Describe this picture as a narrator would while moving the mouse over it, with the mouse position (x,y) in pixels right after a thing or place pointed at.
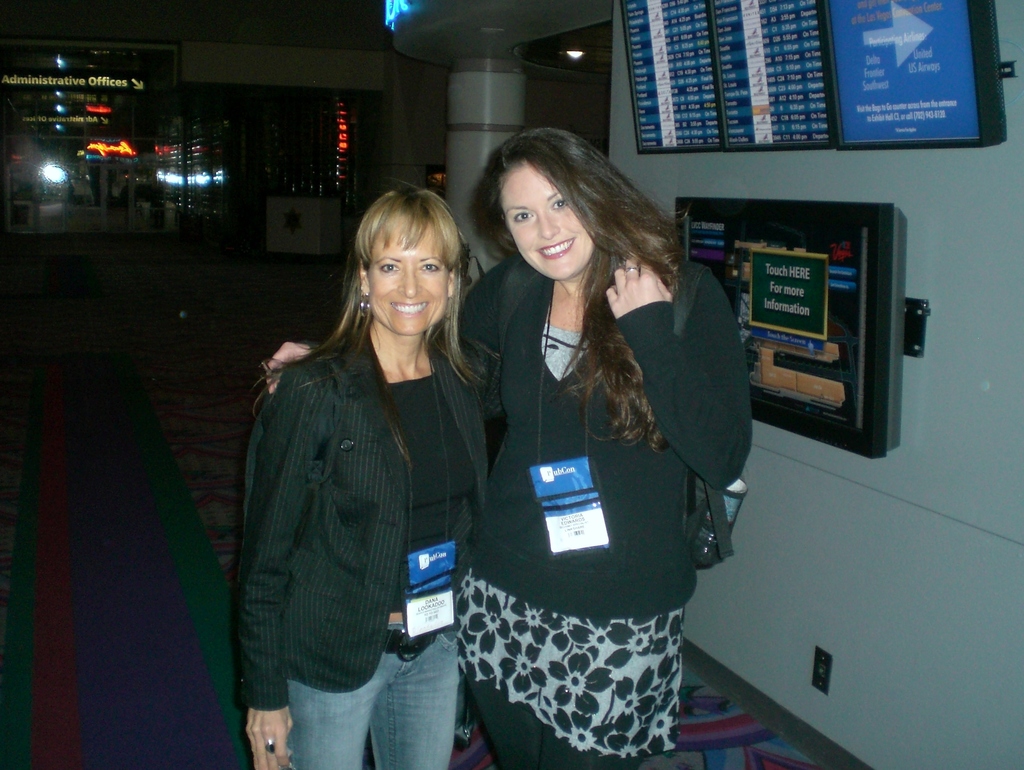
In this picture there are two girls (626,431) wearing a black jacket (680,404) standing in the front (577,498), smiling and giving a pose into the camera. Behind there is a blue color notice board (704,116). In the background (398,105) we can see the pillar (489,108) and dark background (441,116).
